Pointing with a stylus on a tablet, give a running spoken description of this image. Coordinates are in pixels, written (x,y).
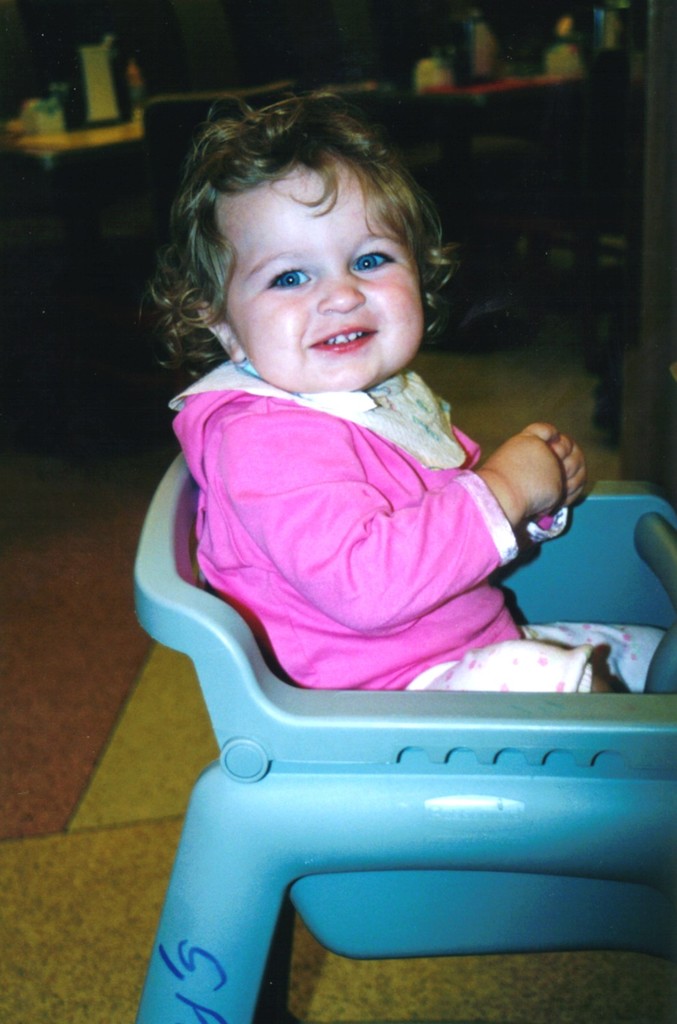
This picture shows a baby (311,492) sitting in a chair (369,765), wearing a pink shirt (284,519). In the background (505,87) there is a table (106,128) and some chairs (152,132) here.
